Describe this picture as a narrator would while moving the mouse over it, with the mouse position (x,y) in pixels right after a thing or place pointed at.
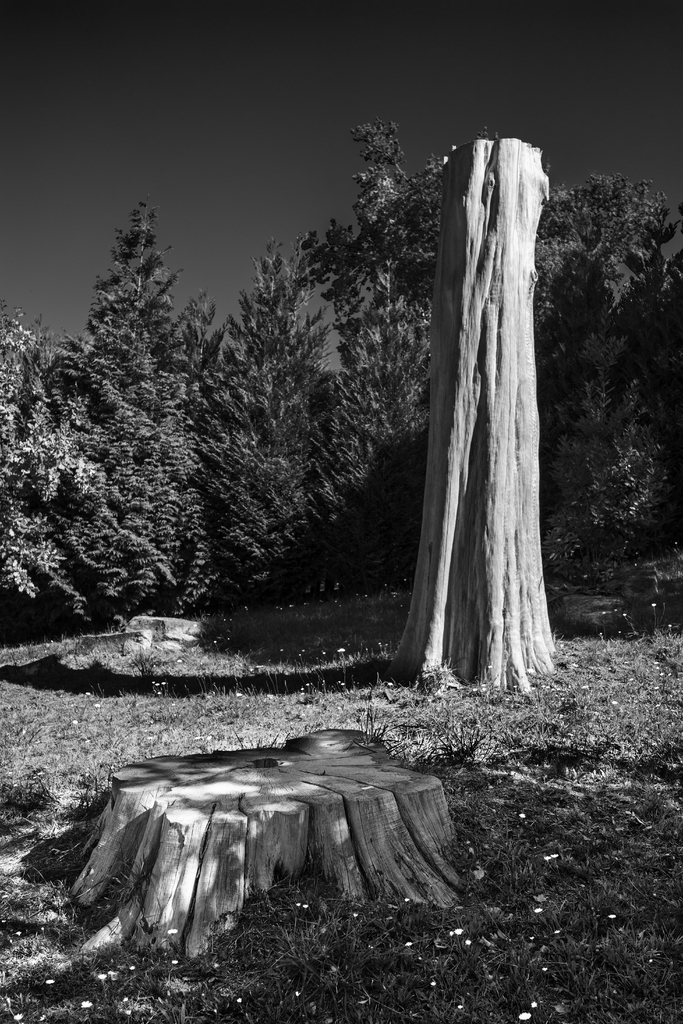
In this image I can see tree trunks (208,861), grass (181,966), shadows (656,774) and number of trees (243,341). I can also see this image is black and white in colour.
